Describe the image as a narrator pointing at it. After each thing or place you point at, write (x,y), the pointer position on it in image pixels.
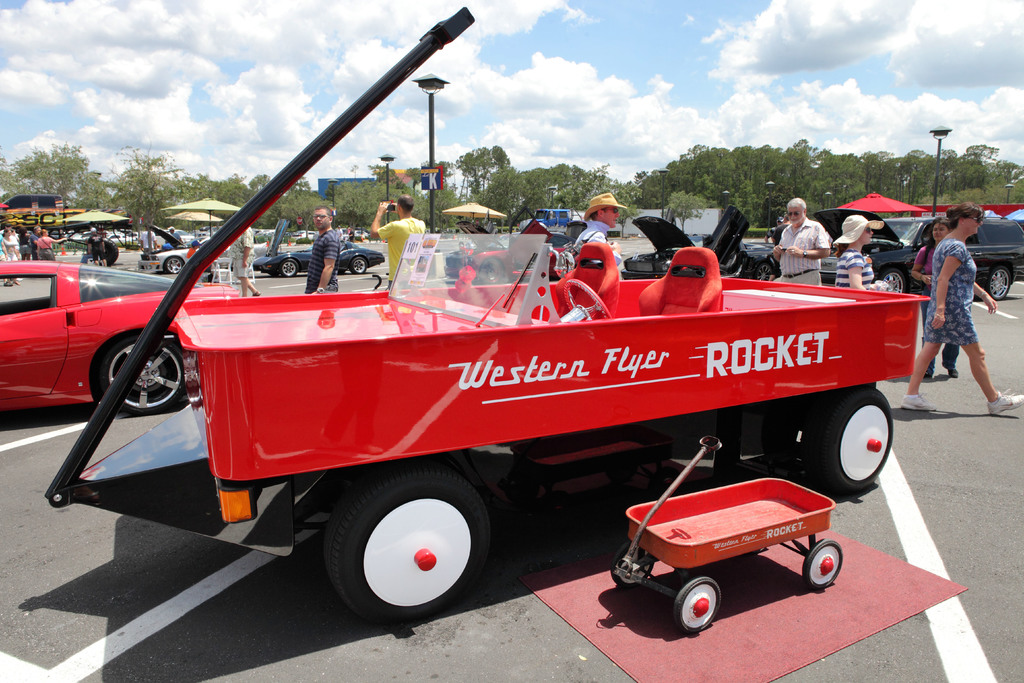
In this image we can see vehicles (721,222), cart (706,541), mat (903,589), people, light poles (442,84), signboard (423,170) and trees (752,197). Sky (78,58) is cloudy. Far there are umbrellas (107,215) and hoardings (62,208).
